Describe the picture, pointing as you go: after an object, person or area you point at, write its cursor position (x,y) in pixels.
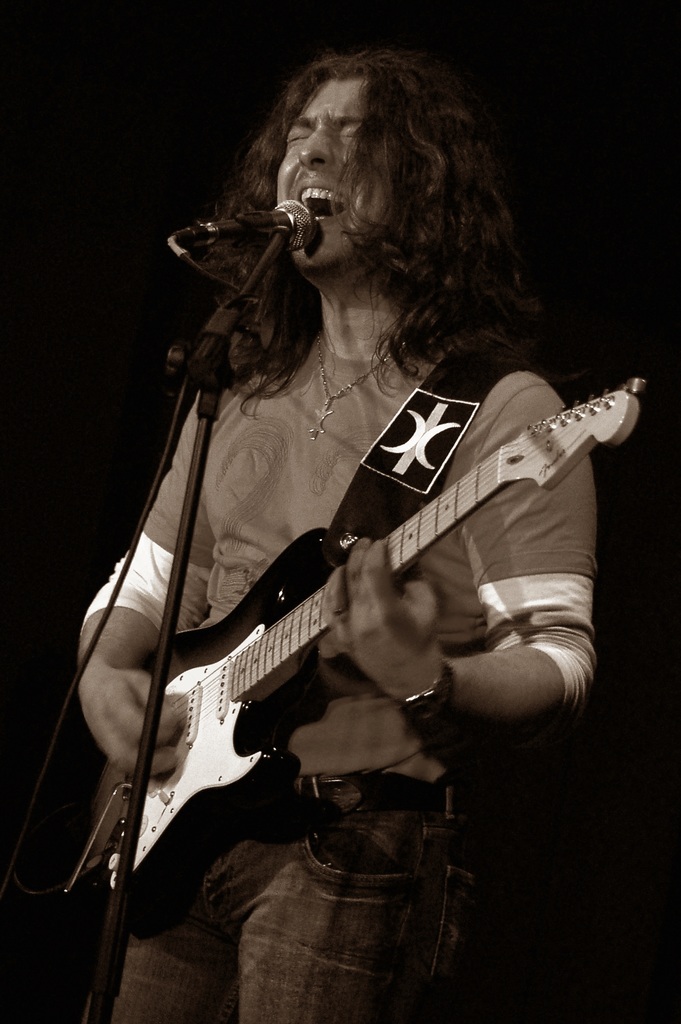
There is a man (201,1018) who is singing on the mike (259,225). And he is playing guitar (269,671).
